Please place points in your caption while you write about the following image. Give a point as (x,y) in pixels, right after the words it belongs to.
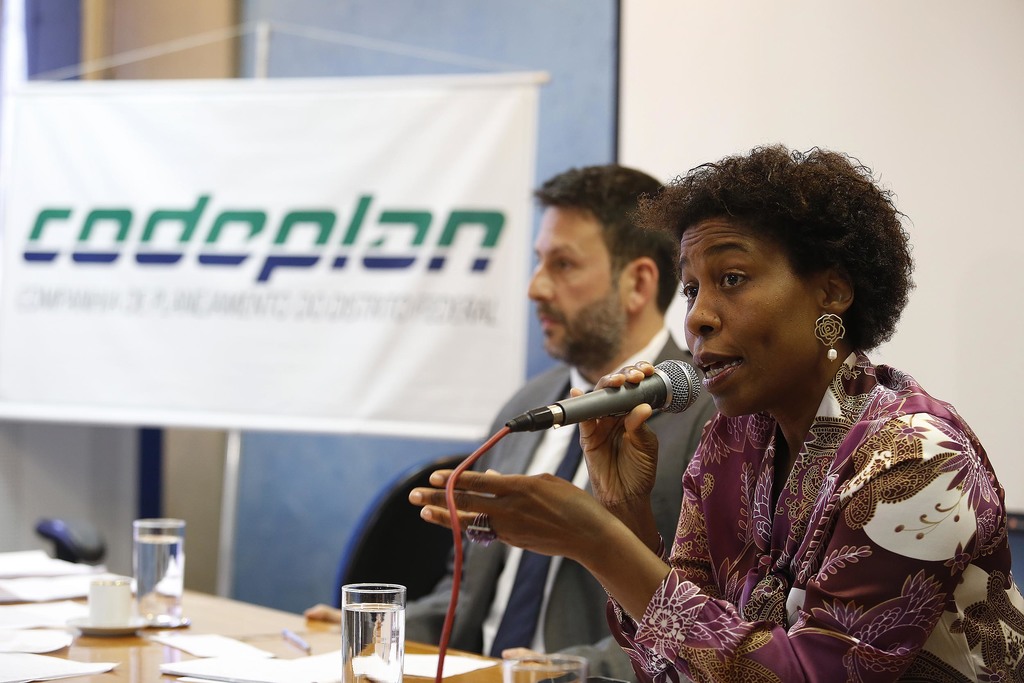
In this image I can see a man (530,590) and a woman (697,523) are sitting on chairs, here I can see she is holding a mic (692,380). On this table (115,645) I can see few papers (226,642), few glass (154,544) and a cup (94,606).
